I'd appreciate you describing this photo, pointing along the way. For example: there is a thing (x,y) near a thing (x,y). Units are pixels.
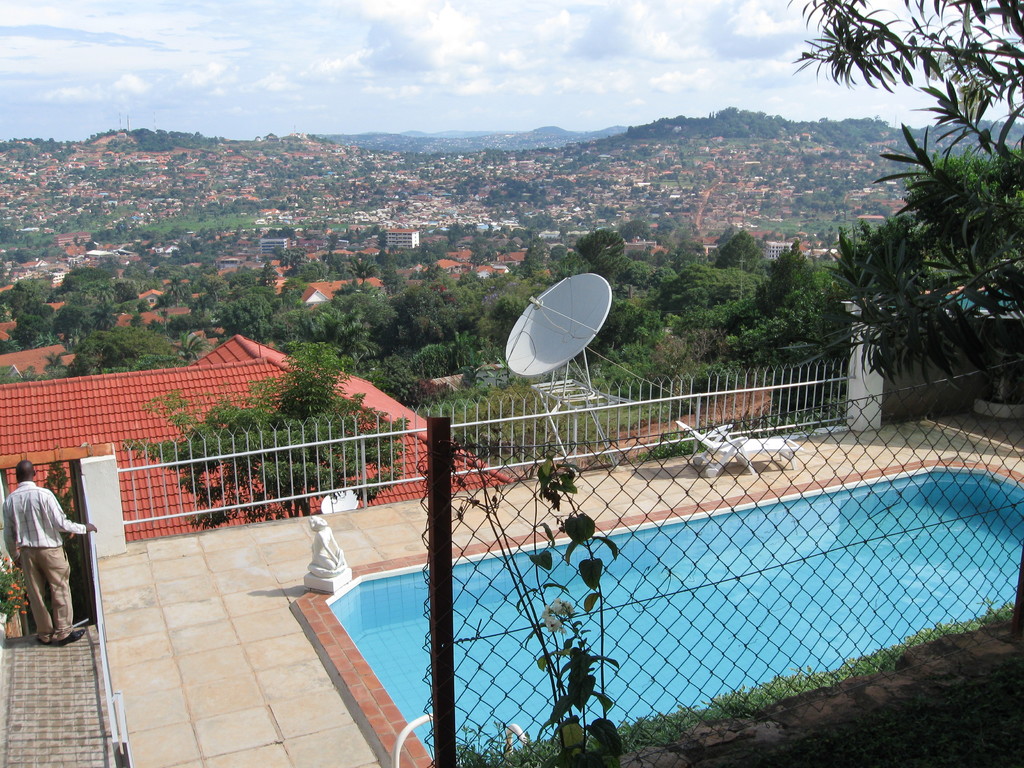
In the image we can see there is a swimming pool (472,595) and there is a statue (333,556) kept near the swimming pool (353,587). There is a chair (748,448) and there is ground (775,697) covered with grass (818,729). There is a man (52,551) standing and there are lot of trees (117,341). There is a roof (243,402) of the building (67,425) and there are lot of buildings (527,212). There is a dish antenna (562,334) and there is a cloudy sky (248,65).
